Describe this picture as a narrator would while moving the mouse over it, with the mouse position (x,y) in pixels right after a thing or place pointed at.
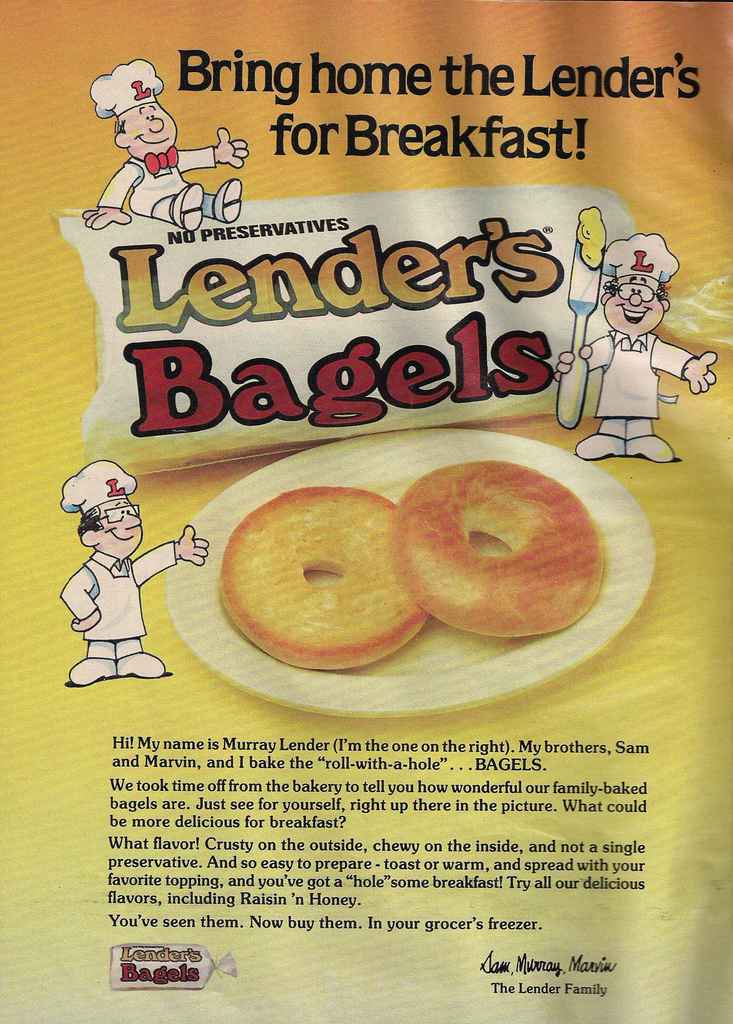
In this picture we can see a poster (358,411), in the poster (330,718) we can find some text (368,419).
